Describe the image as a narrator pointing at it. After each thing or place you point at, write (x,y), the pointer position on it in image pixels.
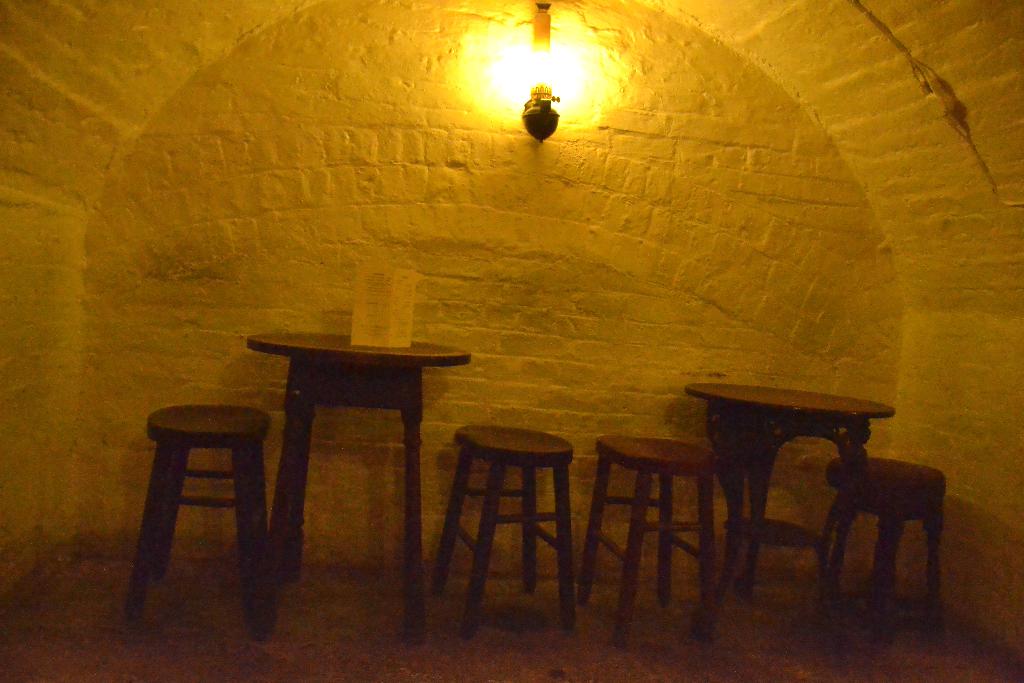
In this picture I can see few tables (432,366) and placard (390,315) on the one of the table (415,352) and light (547,116) on the top (521,87) to the wall (510,134).
